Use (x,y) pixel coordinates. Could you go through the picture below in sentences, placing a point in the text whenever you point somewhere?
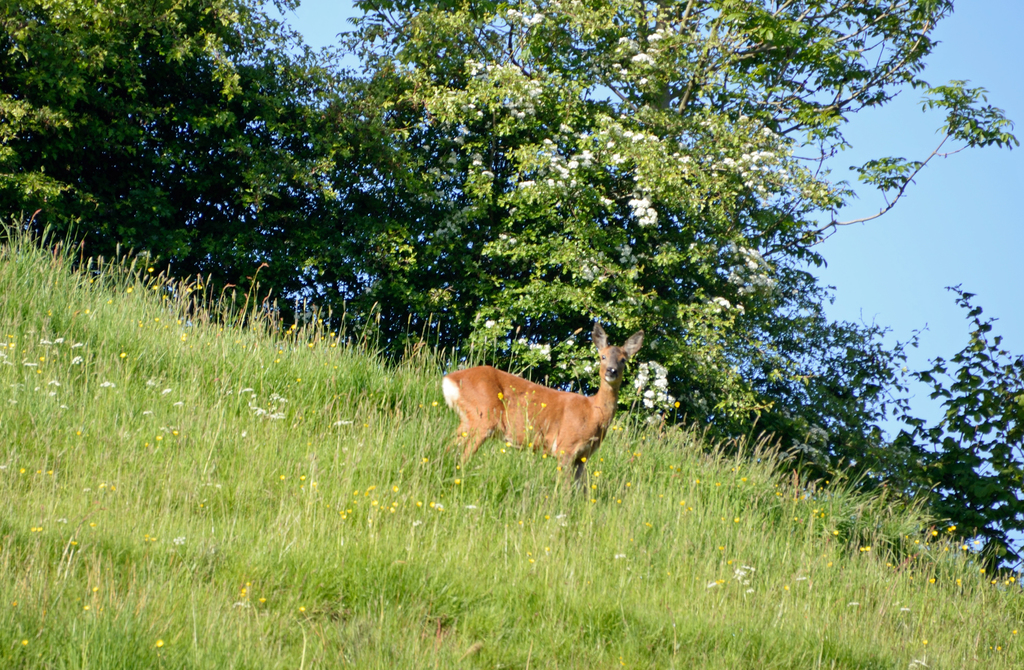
To the bottom of the image (423,480) there is grass (502,518). In the middle of the grass (539,567) there is a deer (550,420) standing. In the background (499,205) there are many trees (676,259) and also there is a sky (952,189).
